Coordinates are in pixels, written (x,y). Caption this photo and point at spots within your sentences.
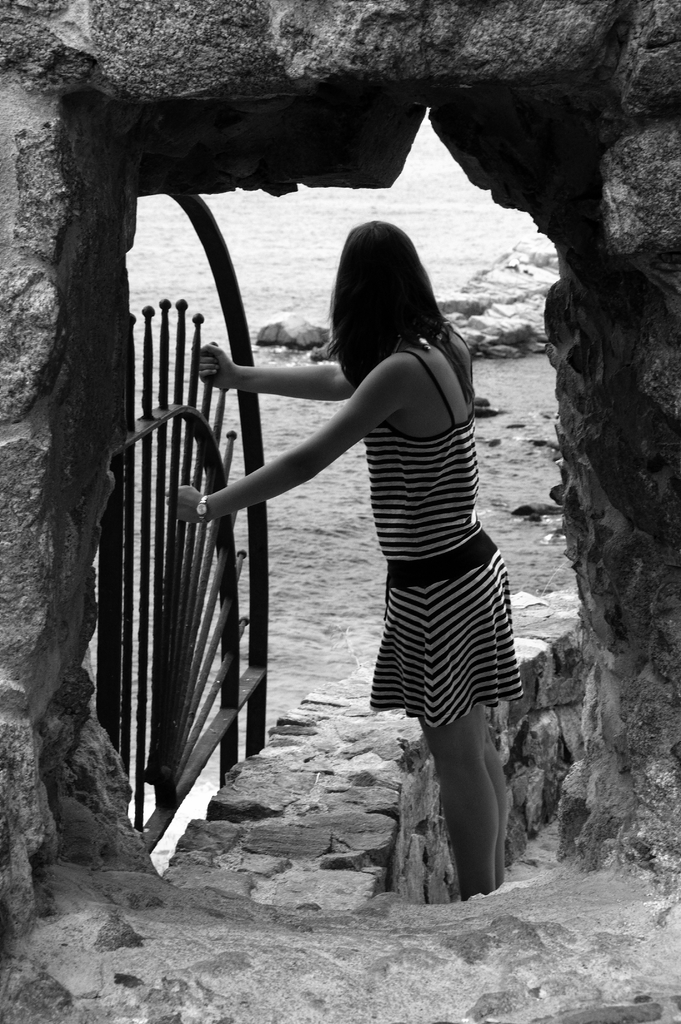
This is a black and white picture. Here we can see a woman (475,789) holding an object (231,709). Here we can see wall (583,685), arch (583,685), water (331,559), and rocks (481,321).
